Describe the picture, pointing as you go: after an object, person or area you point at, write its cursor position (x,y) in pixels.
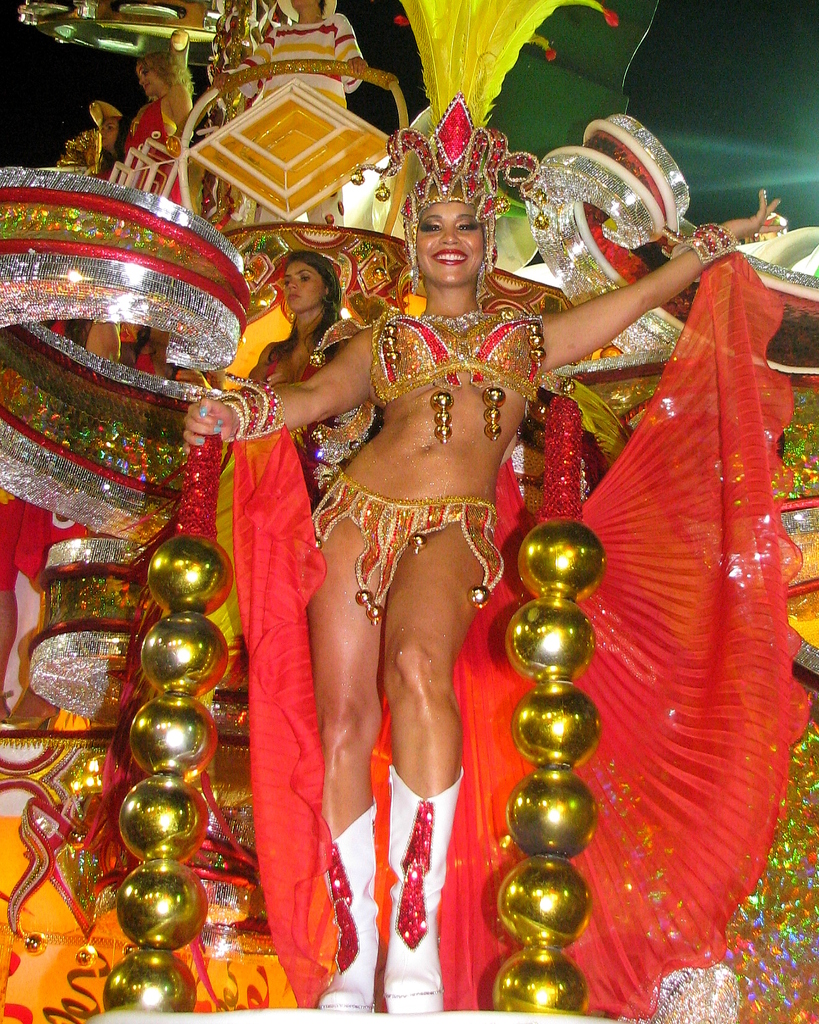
In this picture we can see a woman (334,808) in the fancy dress (310,805) is holding an object (193,705). Behind the woman (365,381) there are some people (84,160) standing on an object (183,295) and behind the people (161,347) there is a dark background (15,93).
